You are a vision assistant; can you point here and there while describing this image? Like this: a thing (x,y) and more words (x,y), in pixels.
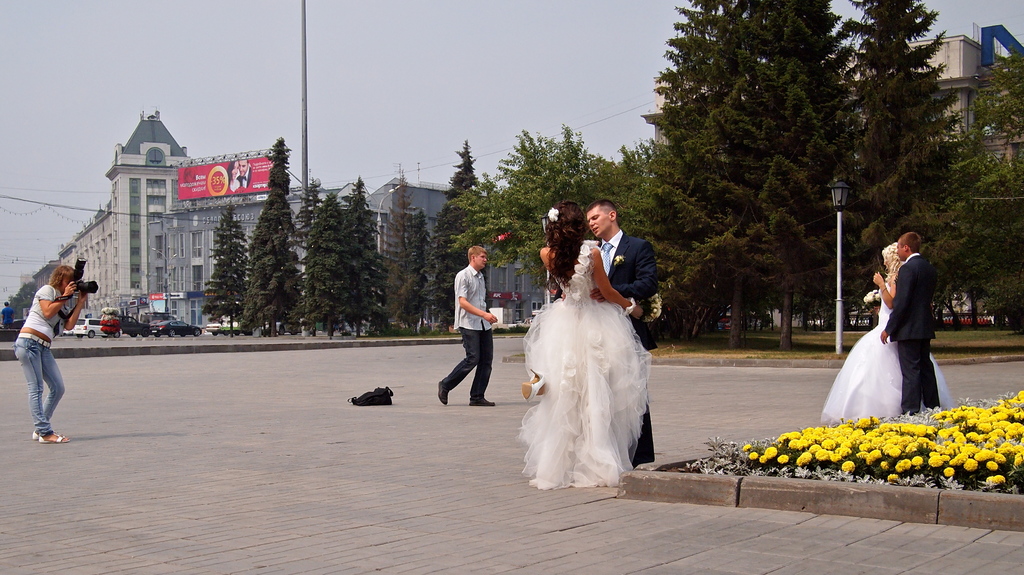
In this picture we can see a group of people (535,425) on the ground (330,513), one person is holding a camera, here we can see plants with flowers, electric poles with lights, trees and an object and in the background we can see vehicles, buildings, posters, sky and some objects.
